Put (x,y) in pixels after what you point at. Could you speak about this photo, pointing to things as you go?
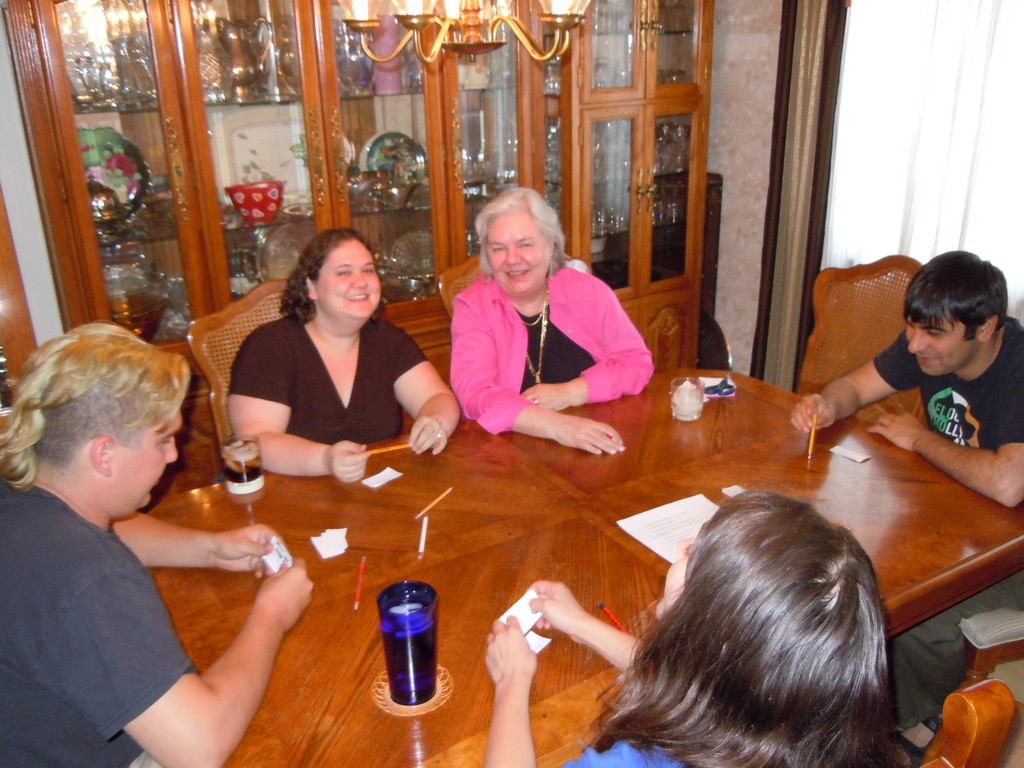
In this image I can see there are group of people (364,362) who are sitting on a chair (198,465) in front of the table (499,504). On the table (460,453) we have couple of objects (402,674) like pen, glass (402,639) and other things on it. I can also see there is a chandelier (440,44) and a glass shelf (254,118).
